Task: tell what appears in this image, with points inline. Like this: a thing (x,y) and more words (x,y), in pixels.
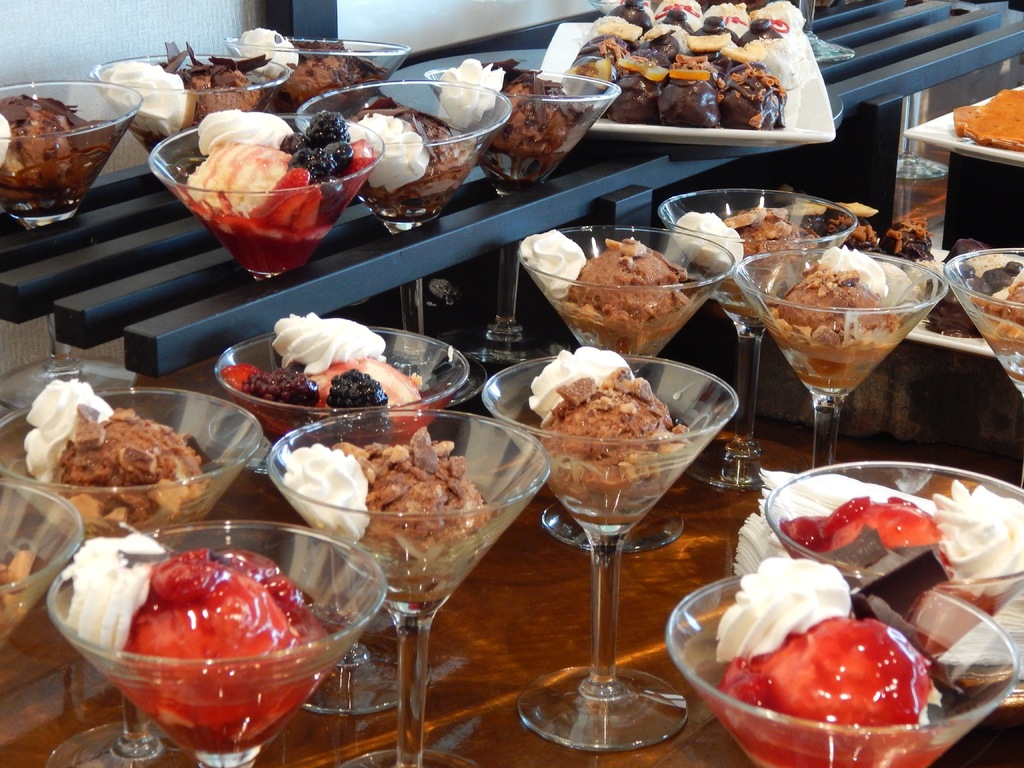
In this image we can see the ice cream (418,456) and cakes (274,116) in the glasses (505,485) which is on the wooden table (636,571). In the background (700,90) we can see the food items (713,43) in a white plate (724,135).
